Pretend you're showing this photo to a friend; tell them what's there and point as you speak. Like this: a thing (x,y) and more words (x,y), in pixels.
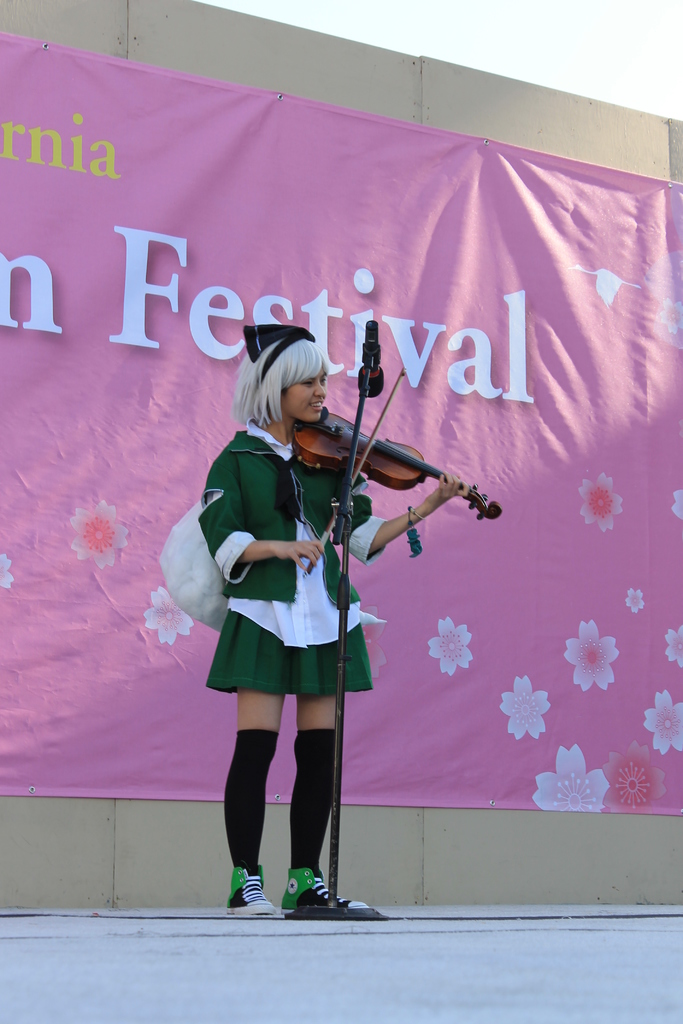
In this image there is a girl (280,596) standing and playing violin (309,454). She is wearing a uniform (261,526). In front of her there is a microphone (381,369) and a microphone stand (347,522). In the background (228,712) there is a banner (83,683) sticked to the wall (123,818). On the banner (211,765) there are images of flowers (535,712) and text (178,287).
